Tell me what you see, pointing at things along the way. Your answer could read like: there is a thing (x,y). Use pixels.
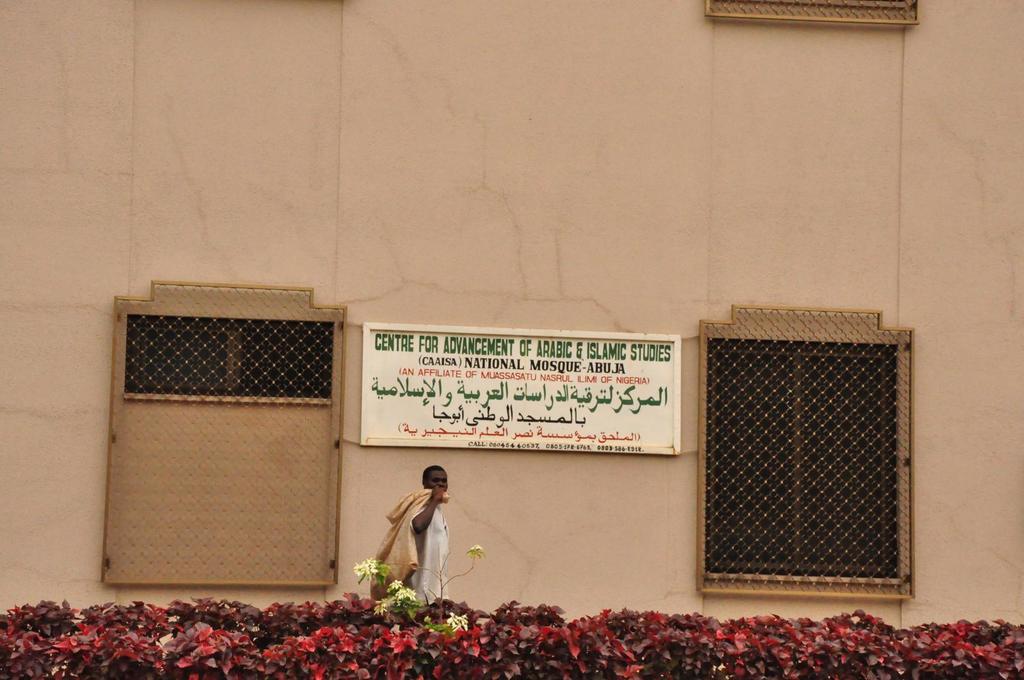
At the bottom of the image (71,614) we can see some plants (518,668). Behind the plants (430,623) a person (441,502) is holding a bag (410,536). At the top of the image (440,51) we can see a wall (715,311), on the wall (406,292) we can see a banner (376,423) and windows (258,319).
